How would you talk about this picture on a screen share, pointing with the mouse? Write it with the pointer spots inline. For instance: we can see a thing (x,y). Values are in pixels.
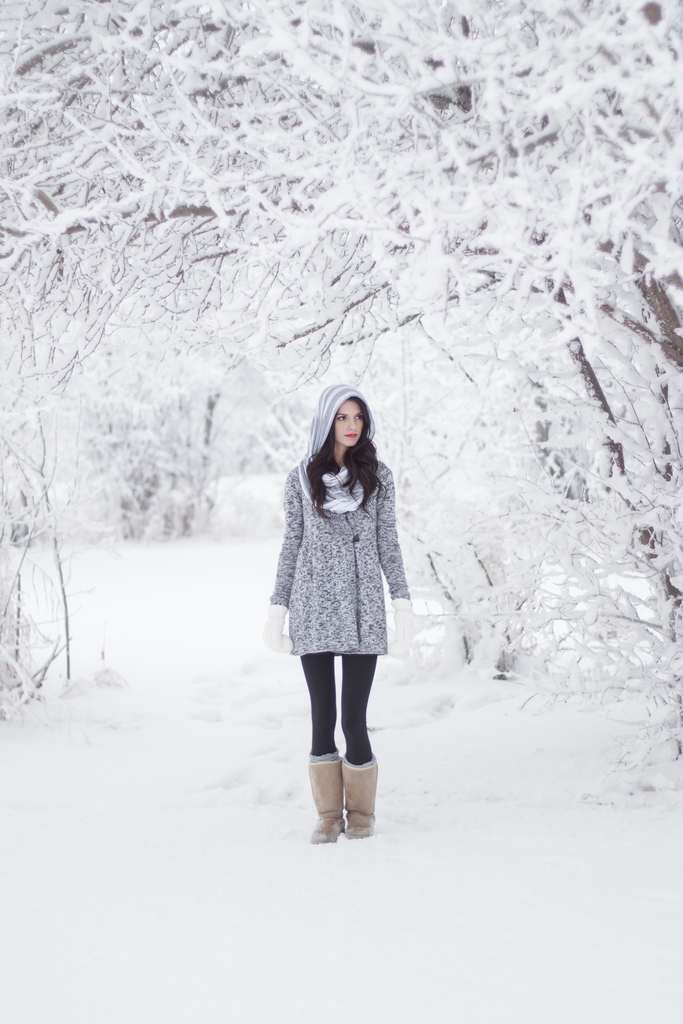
In this picture we can see a woman (359,773) standing in the snow (238,755). There are a few trees (167,214) covered with a snow (629,176).
